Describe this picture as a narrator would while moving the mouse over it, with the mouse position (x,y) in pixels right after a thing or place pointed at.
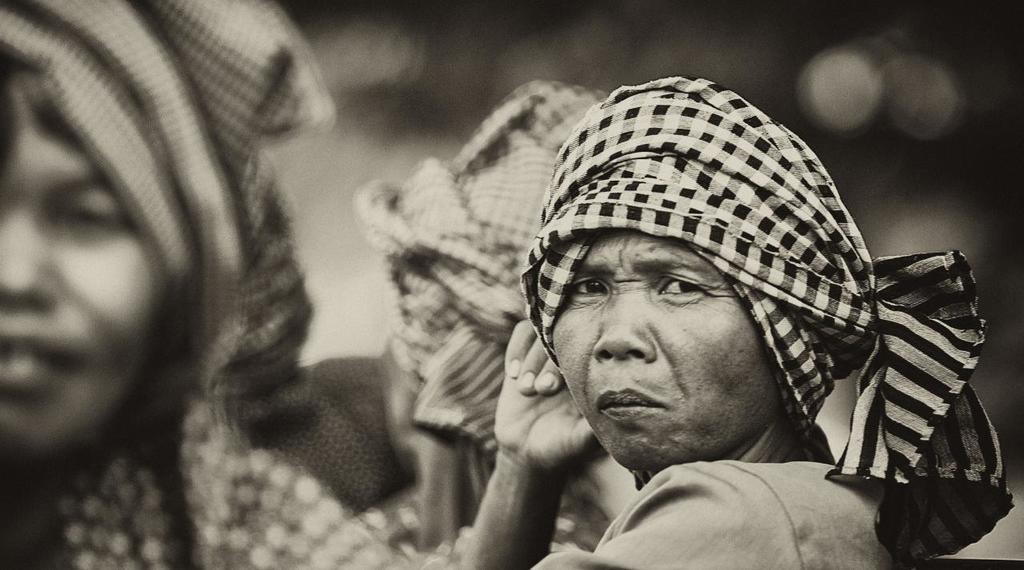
This is a black and white image. In this image, on the right side (692,182), we can see a person (762,459). On the left side (125,148), we can see another person (181,72). In the background (486,200), we can see a group of people (466,216) and black color.
